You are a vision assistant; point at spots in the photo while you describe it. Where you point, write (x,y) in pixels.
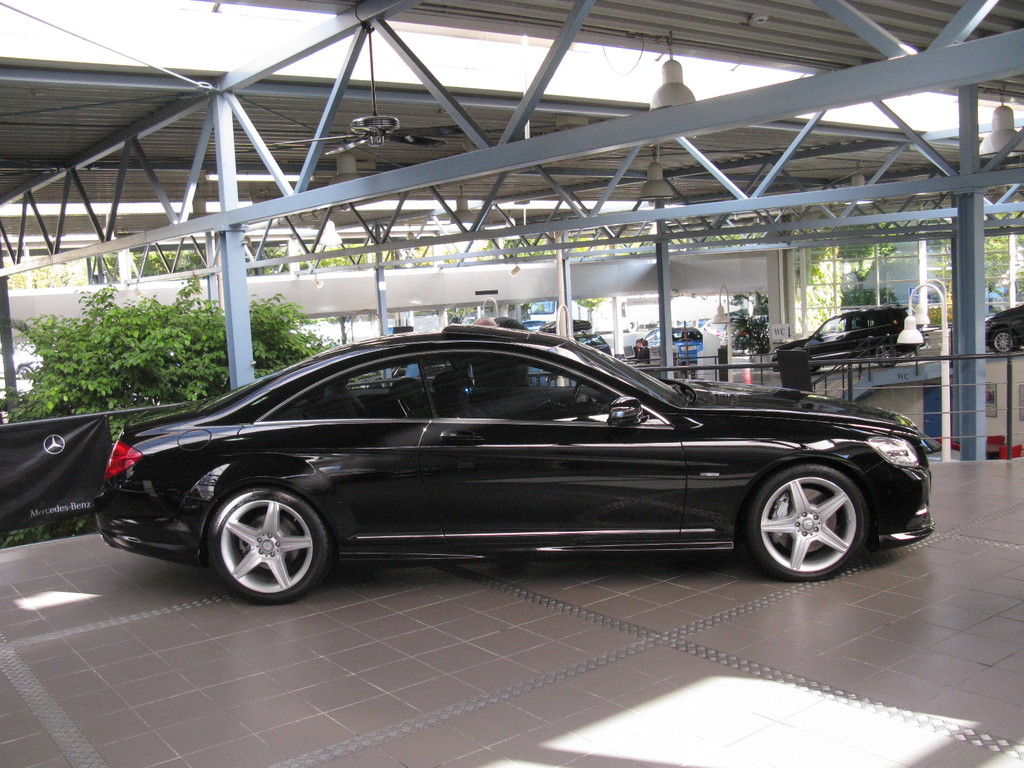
In the image there is a black car (730,478) on the land (923,576) under a shelter (573,136), behind it there is a plant (166,368) and many cars (847,316) in the background (764,326), this seems to be in a car service center (267,242).
